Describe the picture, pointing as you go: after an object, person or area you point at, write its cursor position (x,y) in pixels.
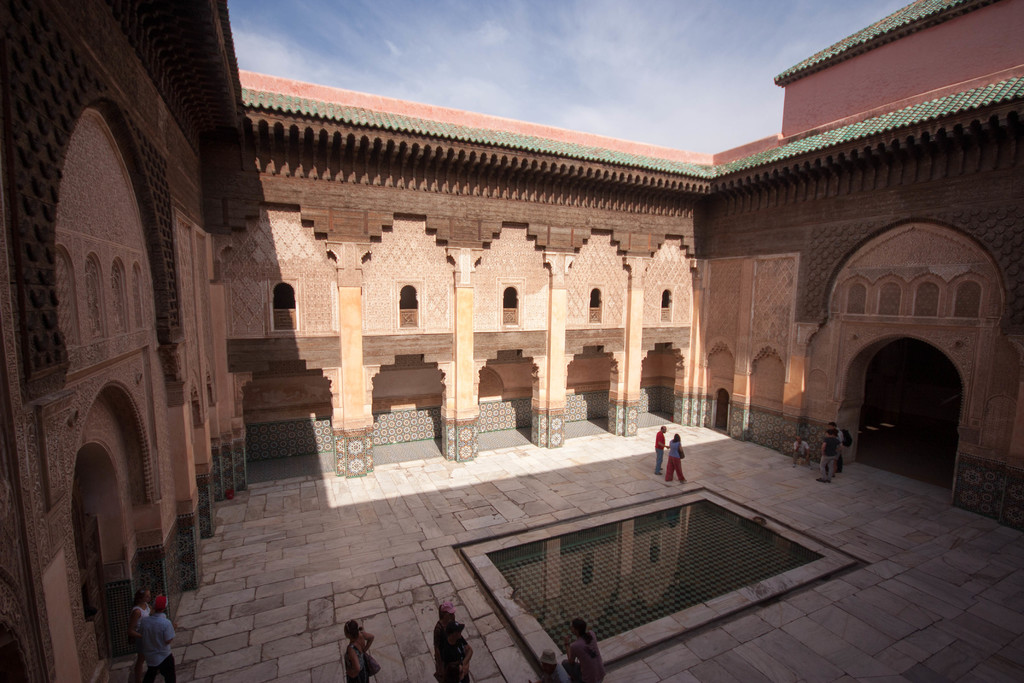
In this image I can see group of people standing and I can also see the building (440,380) in brown color. In the background (455,51) the sky (412,70) is in blue and white color.
